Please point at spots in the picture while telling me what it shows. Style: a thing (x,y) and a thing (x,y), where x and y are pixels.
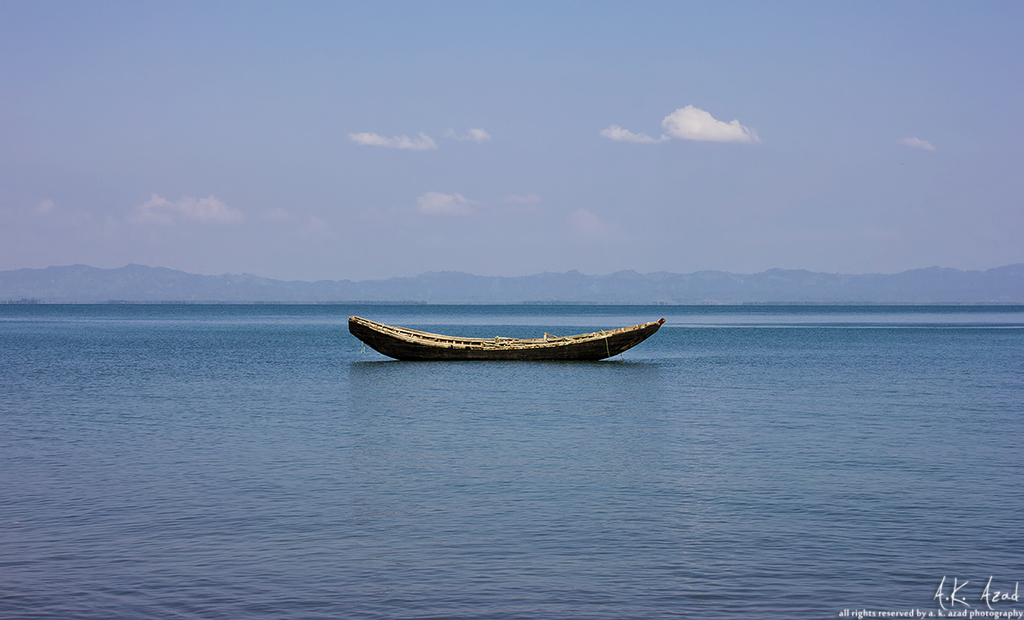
In this image we can see a boat (389,355) on the sea (612,416), also we can see the mountains (849,294), clouds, and the sky (439,140), there is a text (975,592) on the image.
